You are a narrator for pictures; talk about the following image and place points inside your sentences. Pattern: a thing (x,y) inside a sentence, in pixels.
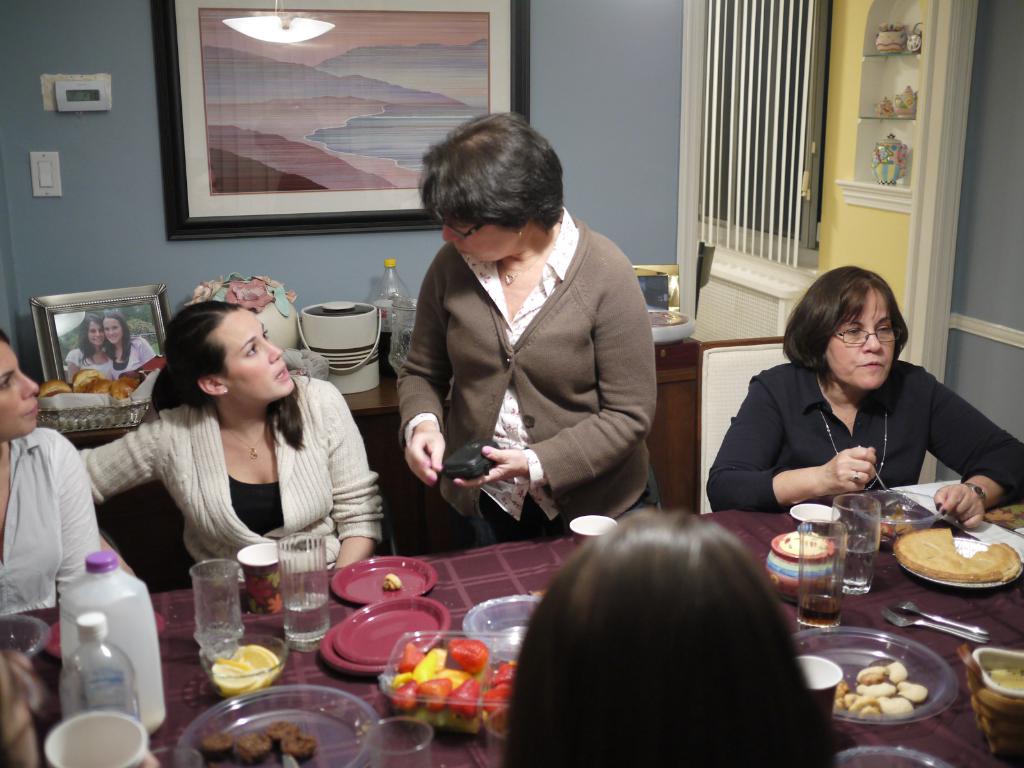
This picture shows that there are five persons (763,455) in the room (1015,413). Out of which four are sitting on the chair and one person (628,497) is standing and talking in front of the table (478,569) on which plates (331,634), bowls (412,667), glasses (805,552), food items (488,701), jar (792,557) and so on kept. The background wall (620,143) is ash in color on which wall painting (338,196) is there. Behind that a table (386,397) is there on which photo frame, flower vase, bottle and so on kept. And a rack (901,22) is there in the middle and having a wall (875,239) of yellow in color. And a window (800,266) visible having a curtain blind (784,160) on it. This image is taken inside a room (367,557).
